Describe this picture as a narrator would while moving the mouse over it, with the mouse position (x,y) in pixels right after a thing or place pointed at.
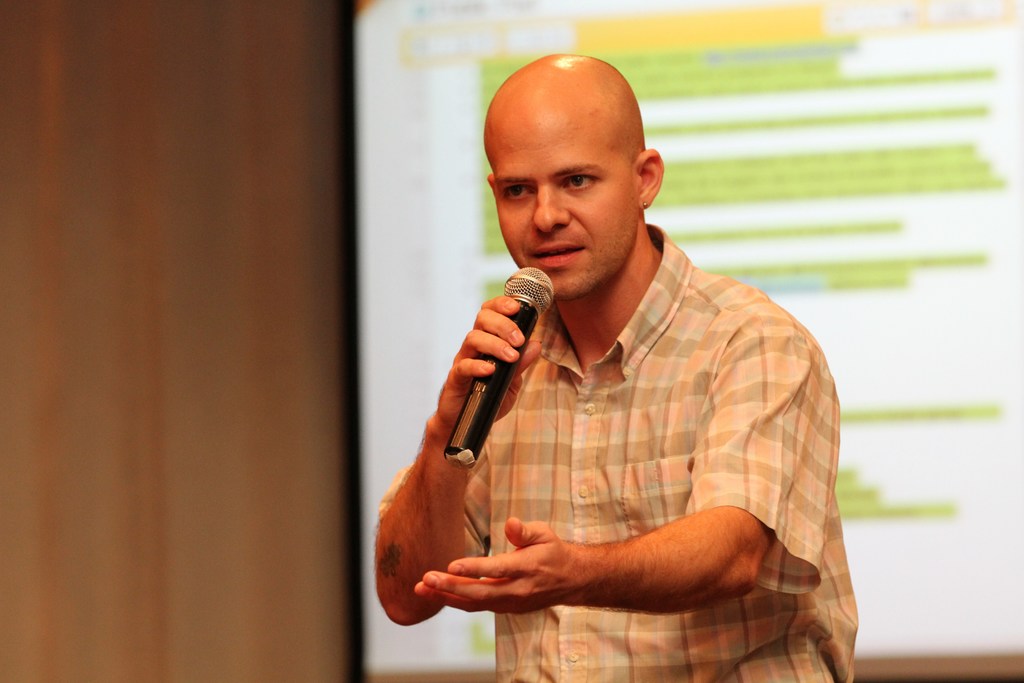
In this image there is a person (794,458) holding mike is wearing a shirt (650,371). At the background (366,45) there is a screen (362,44) having some text (820,161).
